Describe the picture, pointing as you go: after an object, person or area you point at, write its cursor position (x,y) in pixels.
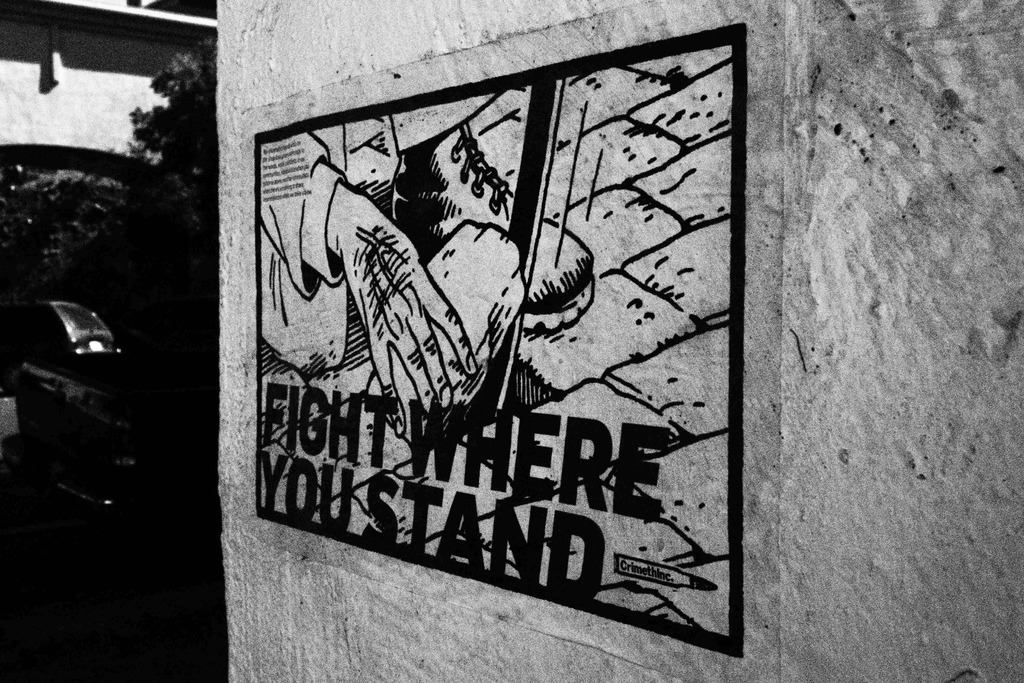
In this image we can see black and white picture of a painting (432,325) with some text (422,522) on the wall (435,593). in the background (196,127) we can see a group of trees (169,139) and building (84,74).
